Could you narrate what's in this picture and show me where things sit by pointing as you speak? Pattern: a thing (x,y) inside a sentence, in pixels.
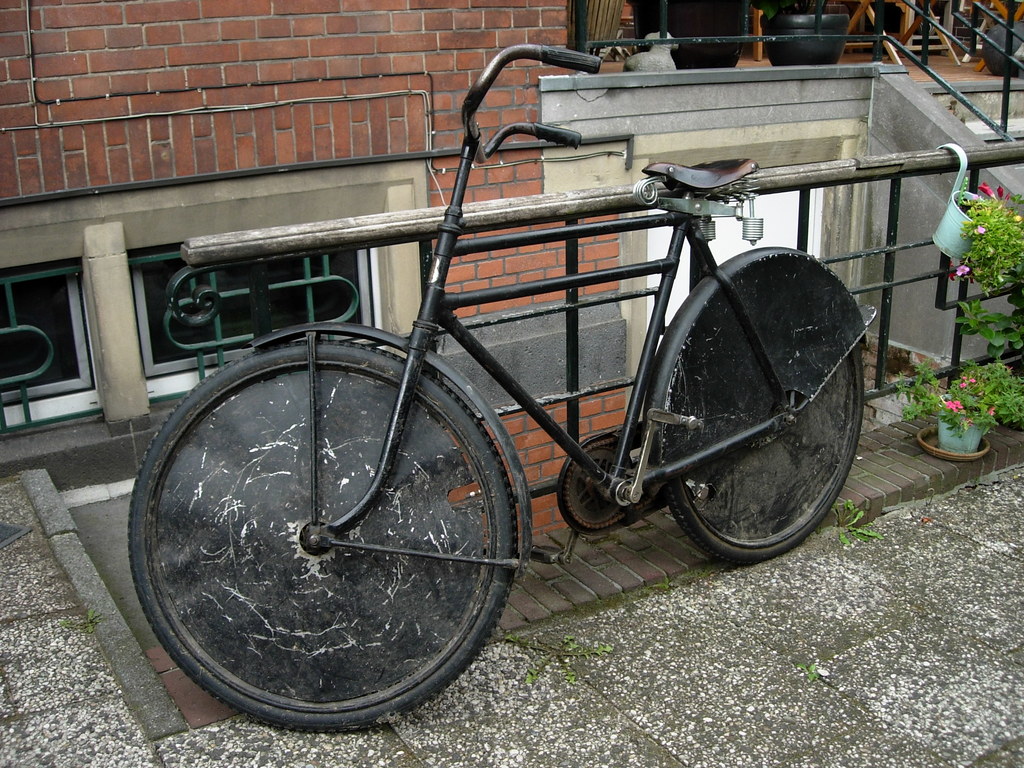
In the image there is a bicycle (350,536). Behind the bicycle (594,452) there is a railing (567,200). On the right side of the image (963,212) on the railing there are pots (956,187) with plants (1004,349) and flowers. Behind the railing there is a brick wall (224,52) with glass windows (161,313), doors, railings (251,308) and steps (997,106).
